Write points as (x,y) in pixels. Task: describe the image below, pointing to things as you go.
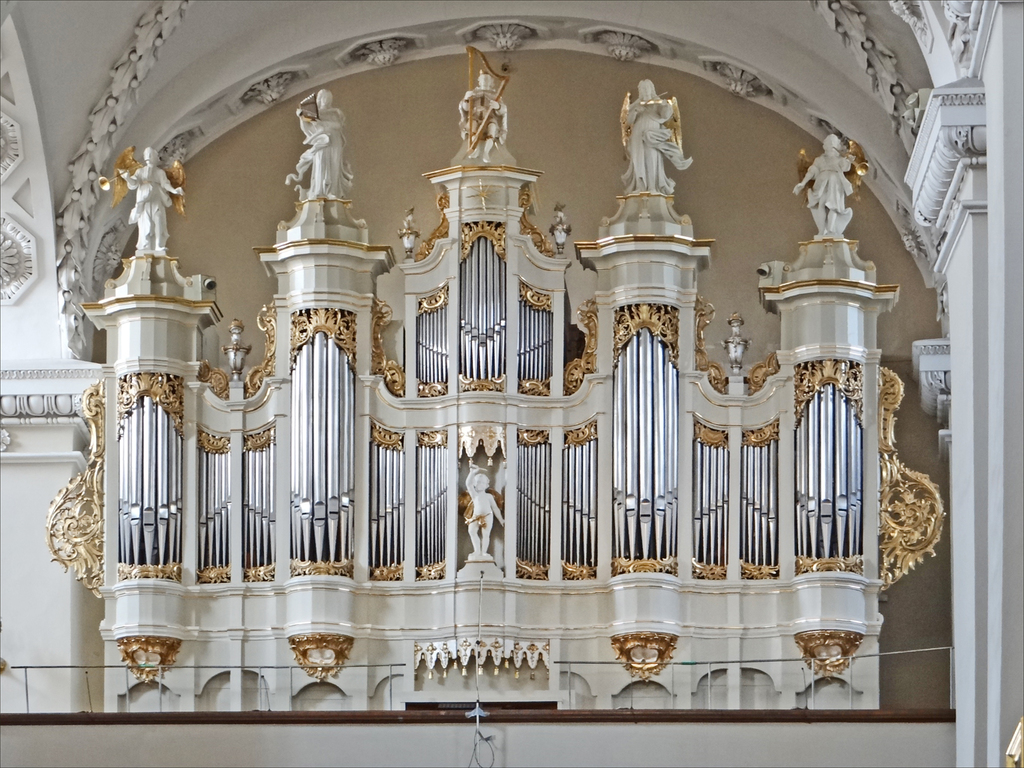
In this picture I can see inner view of a building (594,225) and I can see few carvings (166,2) on the ceiling (50,38) and I can see few statues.
